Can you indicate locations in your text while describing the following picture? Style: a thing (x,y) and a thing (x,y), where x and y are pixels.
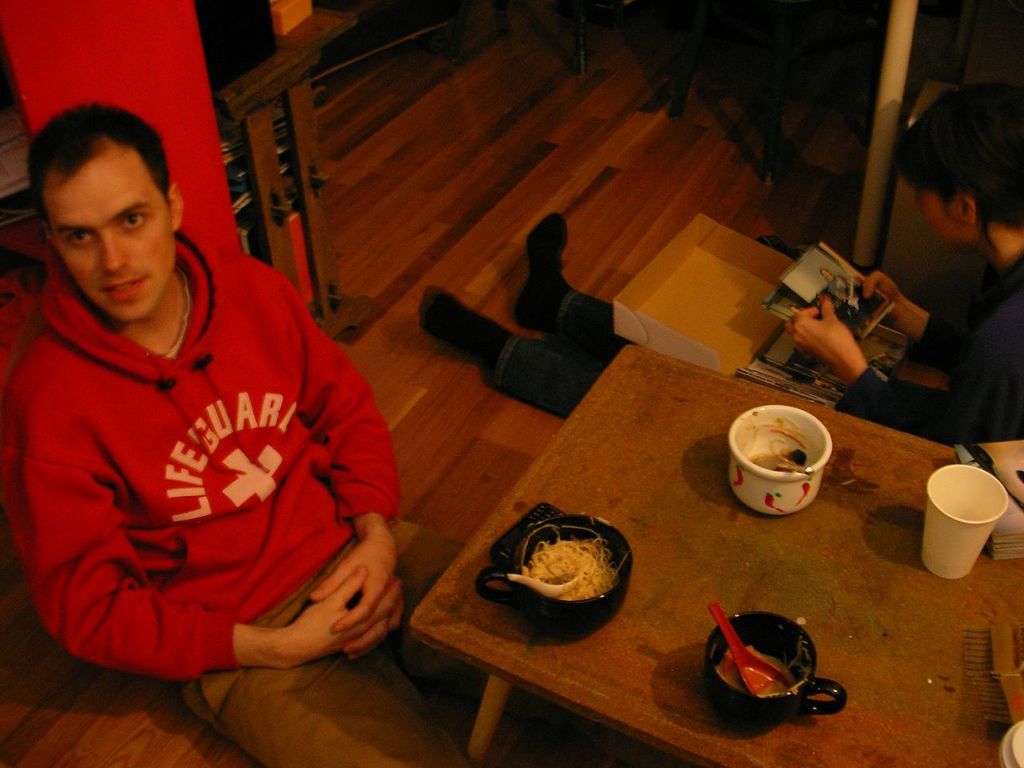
In this image on the left side (222,518) there is one man (194,463) who is sitting and he is wearing a red shirt (255,428) in front of him there is one table (671,569) on that table (582,650) there are two cups (617,590) and one bowl (775,466) and spoon (747,648) and one glass (948,523) is there on the table (714,522) and on the top of the right corner (984,339) there is another person (817,334) who is sitting and he is looking at photos (835,291) and on the top (436,130) there is a wooden floor (400,265).
